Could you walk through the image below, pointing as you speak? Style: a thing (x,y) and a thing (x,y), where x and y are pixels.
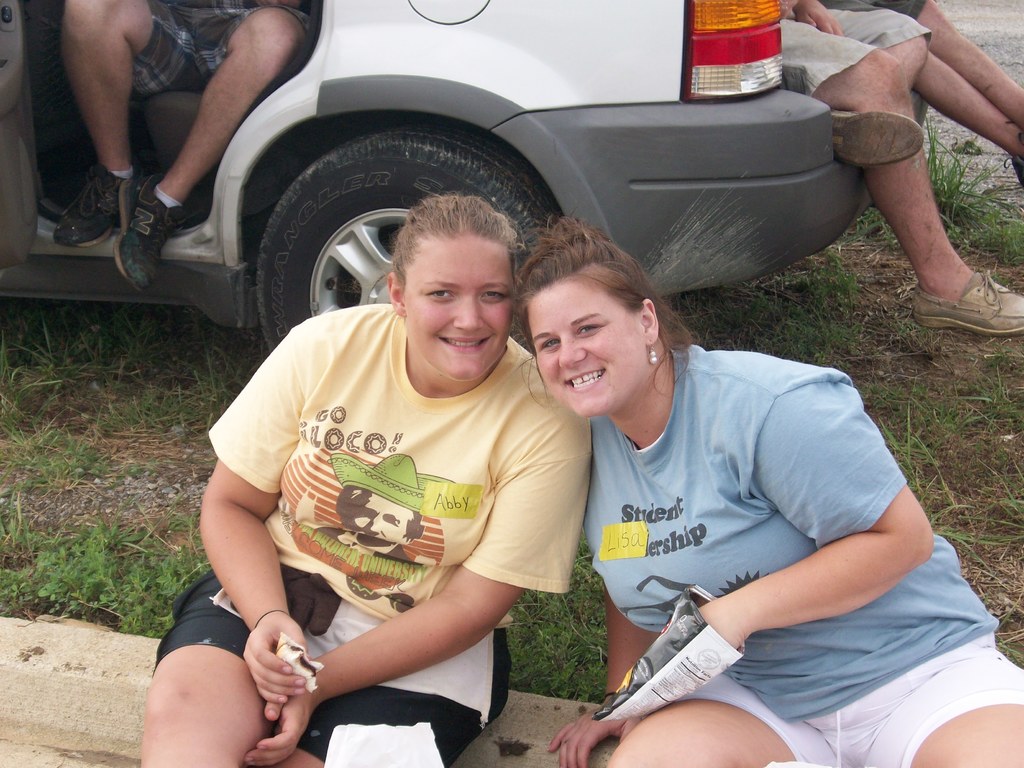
In this image I can see two persons (534,470) sitting, the person (801,661) at right (801,661) is wearing blue shirt (804,688), white short (875,719) and the person (540,510) at left (249,416) is wearing yellow shirt (270,436), black short (196,626). Background (605,87) I can see few persons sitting in the vehicle (426,43) and the vehicle (529,45) is in white color and I can see grass (157,541) in green color.
